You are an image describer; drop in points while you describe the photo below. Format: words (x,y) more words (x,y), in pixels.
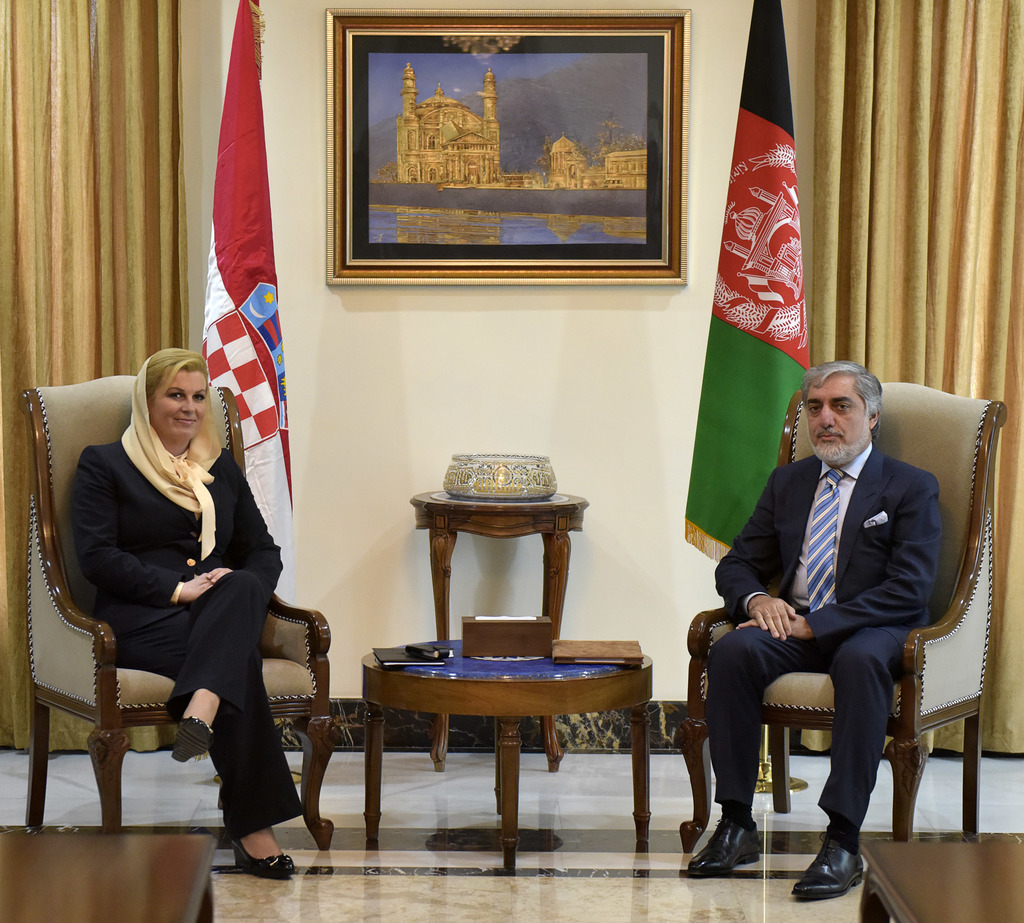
This is an inside view. Here we can see two persons (164,626) are sitting on the chairs (304,656). In the background (753,239) I can see two flags (239,279). There is a frame (480,133) attached to the wall (289,62). On the left (105,101) and right side of the image (850,104) I can see two curtains (917,170). In the middle of the image (451,545) there is a table (462,692).
